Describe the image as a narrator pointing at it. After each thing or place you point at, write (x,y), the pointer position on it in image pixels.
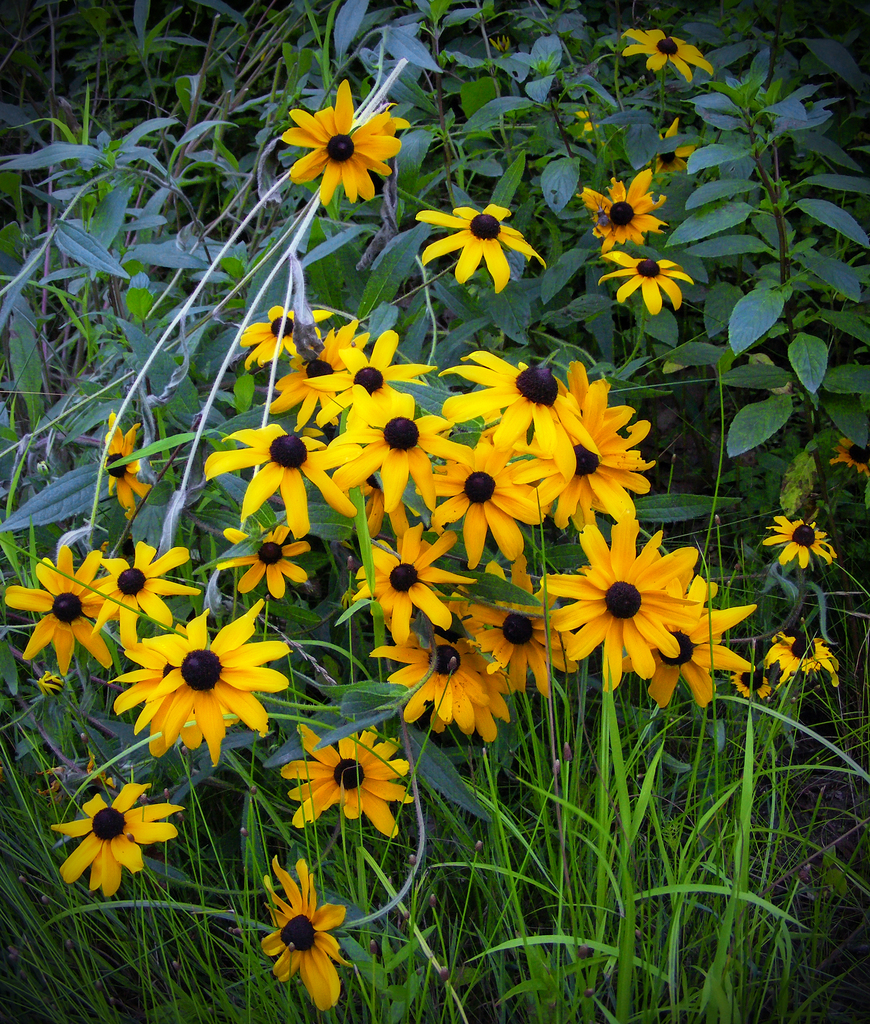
In this image, I can see the plants (413,358) with leaves (324,222) and flowers (460,486). These flowers (278,535) are yellow in color.
